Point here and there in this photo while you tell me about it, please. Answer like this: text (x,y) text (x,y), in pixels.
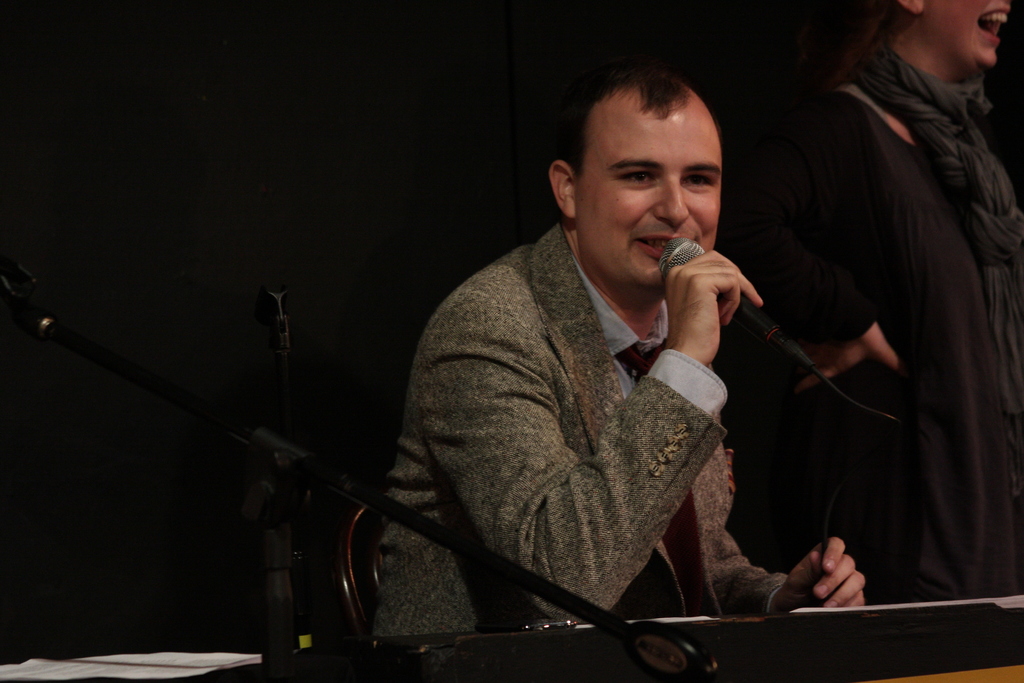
As we can see in the image there are two people (831,206). The man (647,229) who is sitting here is holding mic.
